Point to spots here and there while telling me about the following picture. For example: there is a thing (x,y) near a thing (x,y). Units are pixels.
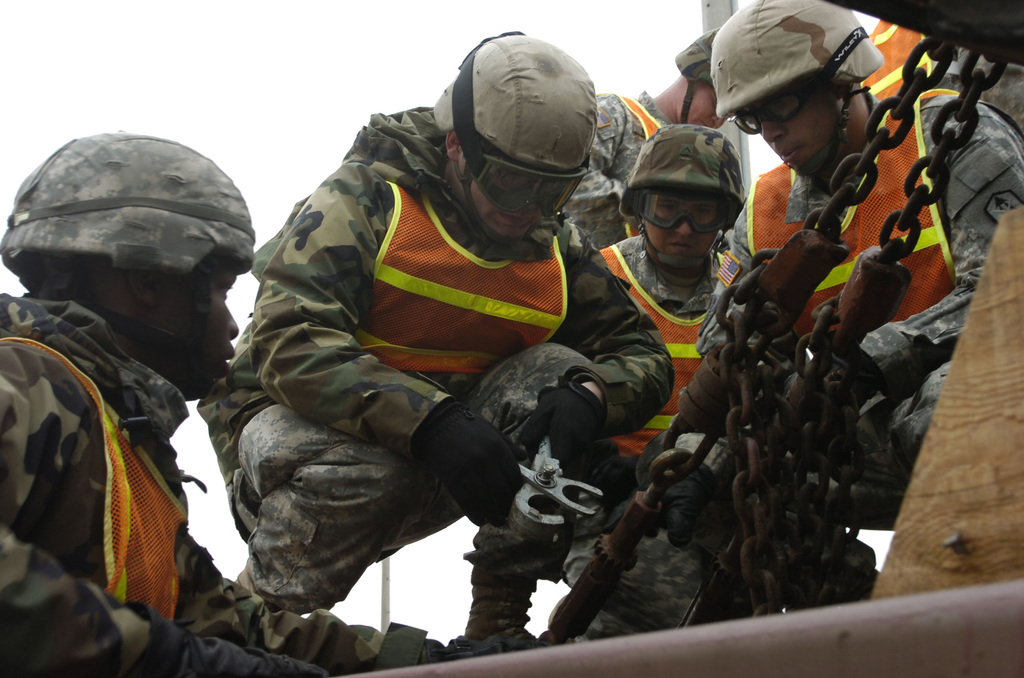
In this image we can see some group of persons (419,368) wearing army dress (10,358), helmets (741,53), spectacles (520,183) and jackets (535,320) doing some work, on right side of the image (708,394) we can see a chain (773,411) and on left side of the image (274,80) there is clear sky (385,39).
